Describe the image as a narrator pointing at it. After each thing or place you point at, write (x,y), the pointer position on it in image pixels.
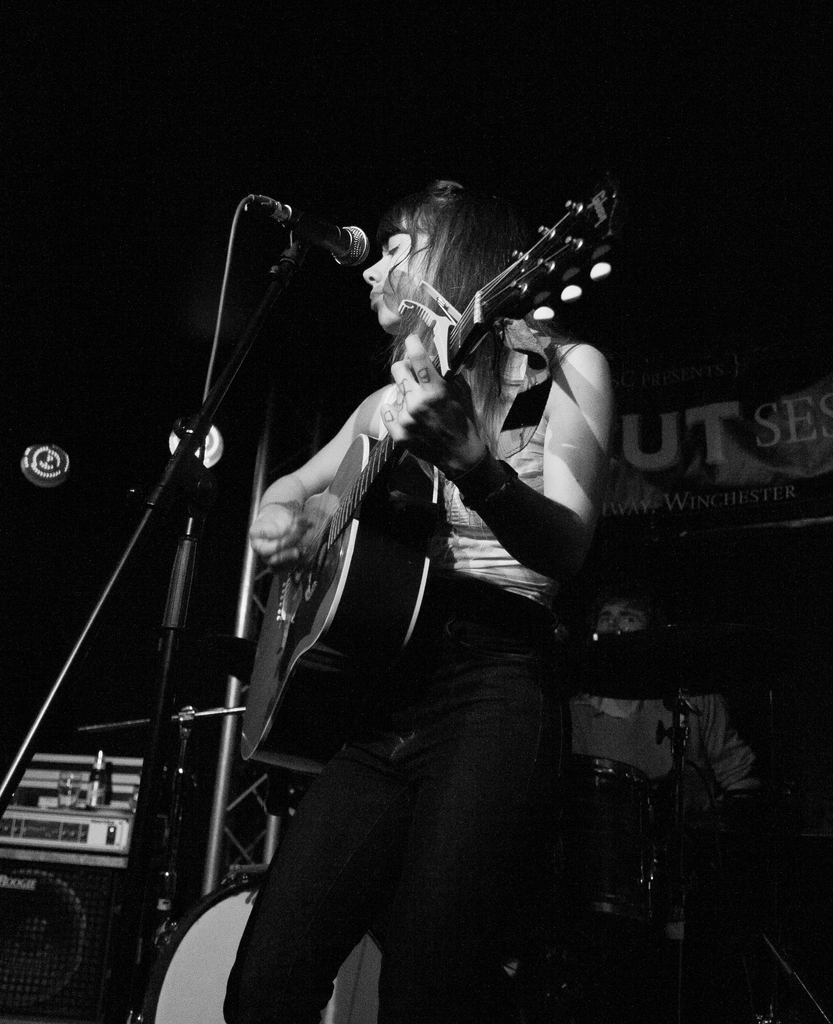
Here a woman (450,568) is playing guitar (357,589). There is a microphone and behind her there is a person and musical instruments (127,722).
